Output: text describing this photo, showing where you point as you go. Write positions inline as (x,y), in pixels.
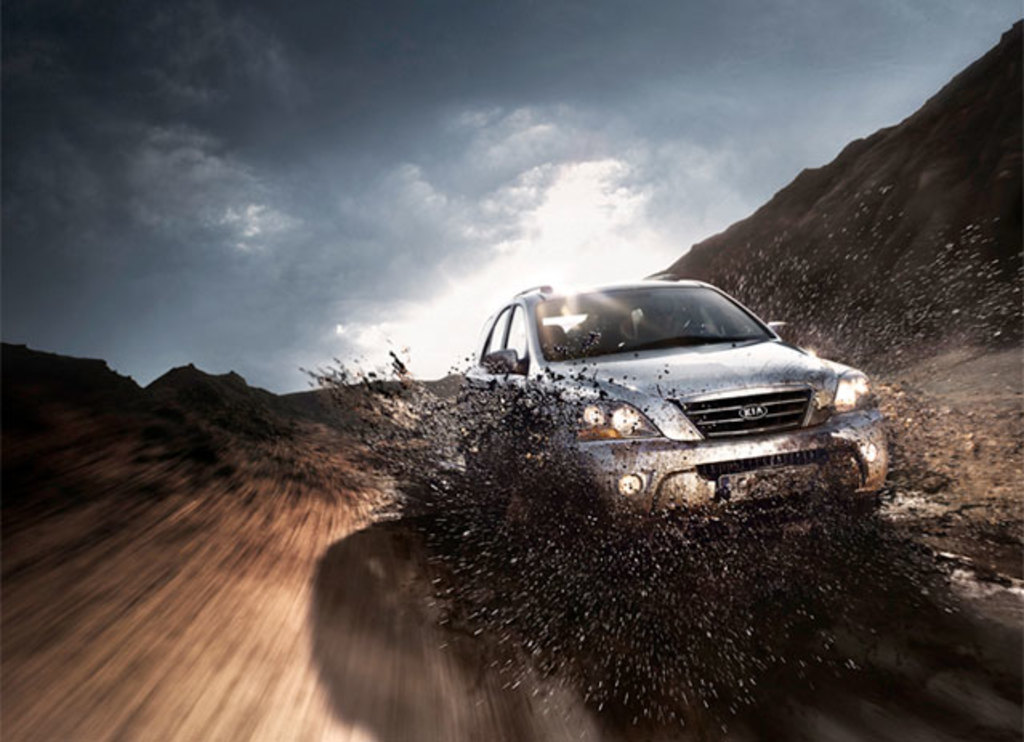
This image consists of a car (643,427). At the bottom (247,624), there is sand (290,625). It looks like a desert (137,531). At the top (215,76), there is a sky (122,56).
